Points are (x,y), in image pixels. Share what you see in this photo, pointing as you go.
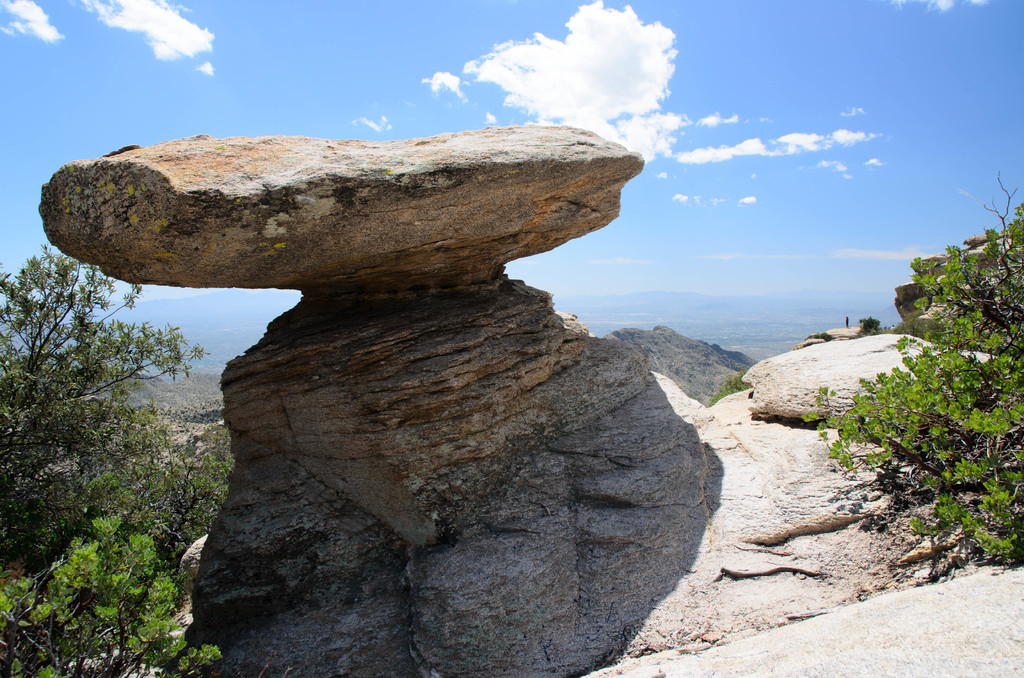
In this picture I can see some rocks (393,302) and trees (40,263).
